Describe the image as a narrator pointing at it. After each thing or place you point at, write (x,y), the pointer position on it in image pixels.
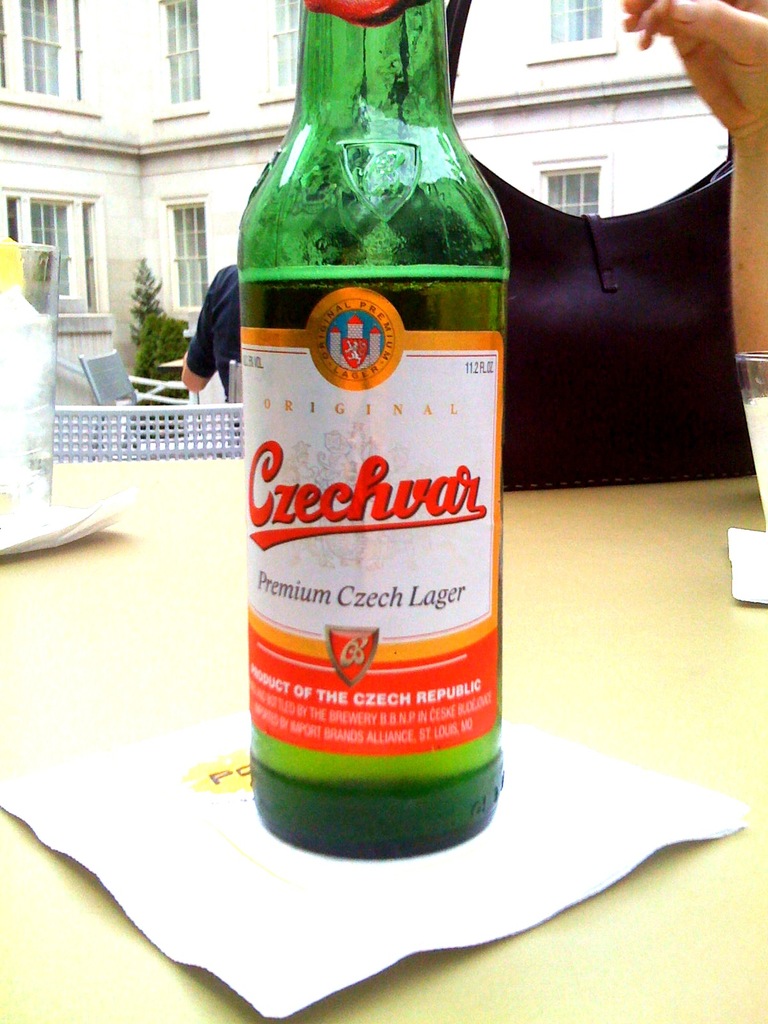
in the center (512,580) we can see table (603,715), on table (588,660) we can see beer bottle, tissue paper (556,764), hand bag (615,347) and glasses (12,298). And coming to background (547,91) we can see building (133,191), plant (145,351), table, chairs (121,392) and one person (192,361).
